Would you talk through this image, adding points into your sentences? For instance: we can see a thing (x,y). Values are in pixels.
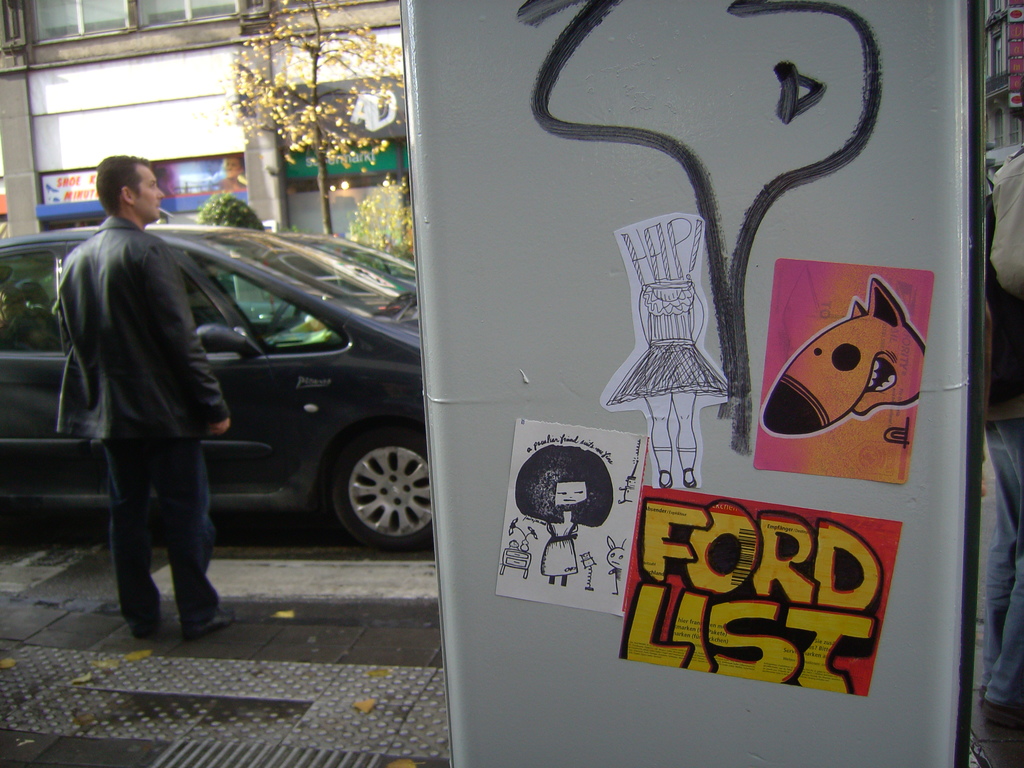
To the right side of the image (810,330) there are stickers (634,355) on the wall (618,355). There is a car (266,414). In the background of the image (230,125) there is a building (243,131). There are plants (394,218).
